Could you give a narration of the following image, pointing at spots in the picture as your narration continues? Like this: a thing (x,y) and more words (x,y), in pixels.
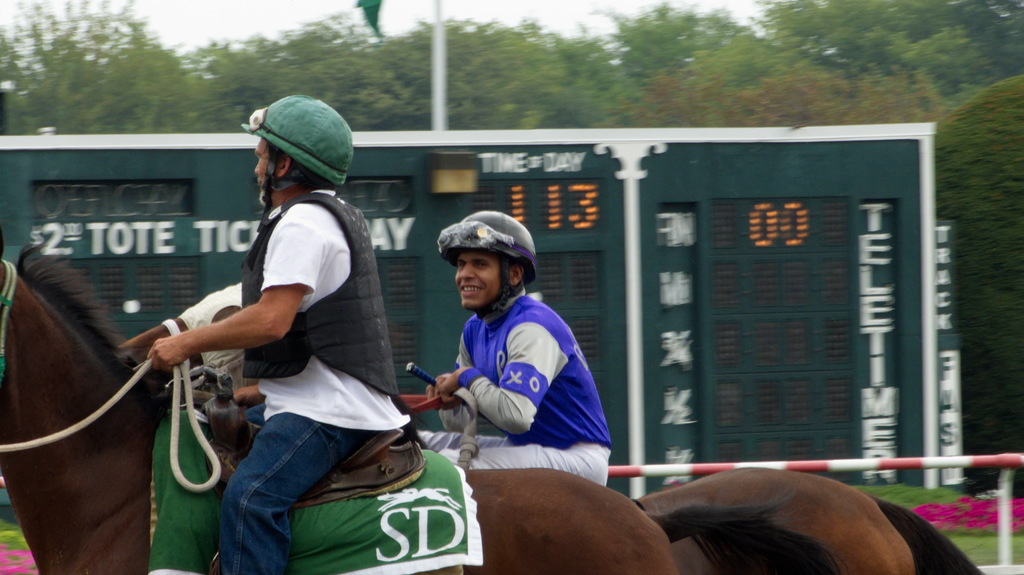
In this image there are two people (482,370) riding horses (732,516), in the background (70,211) there is a score board (767,208), trees (123,98) and the sky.
